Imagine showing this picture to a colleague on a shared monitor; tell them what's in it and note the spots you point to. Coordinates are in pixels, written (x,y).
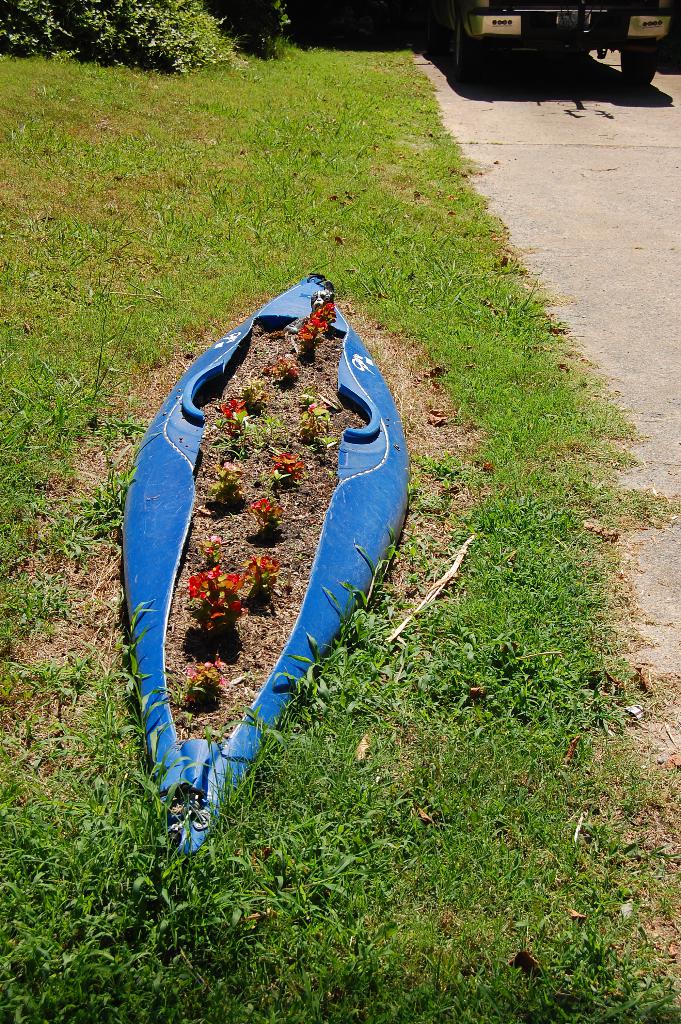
In the foreground of the picture (244,477) there are plants (212,591), grass (534,596), road (663,458) and a blue color object (148,565). At the top (288,32) there are plants (137,31), vehicle (529,24), road (530,100) and grass (442,129).
